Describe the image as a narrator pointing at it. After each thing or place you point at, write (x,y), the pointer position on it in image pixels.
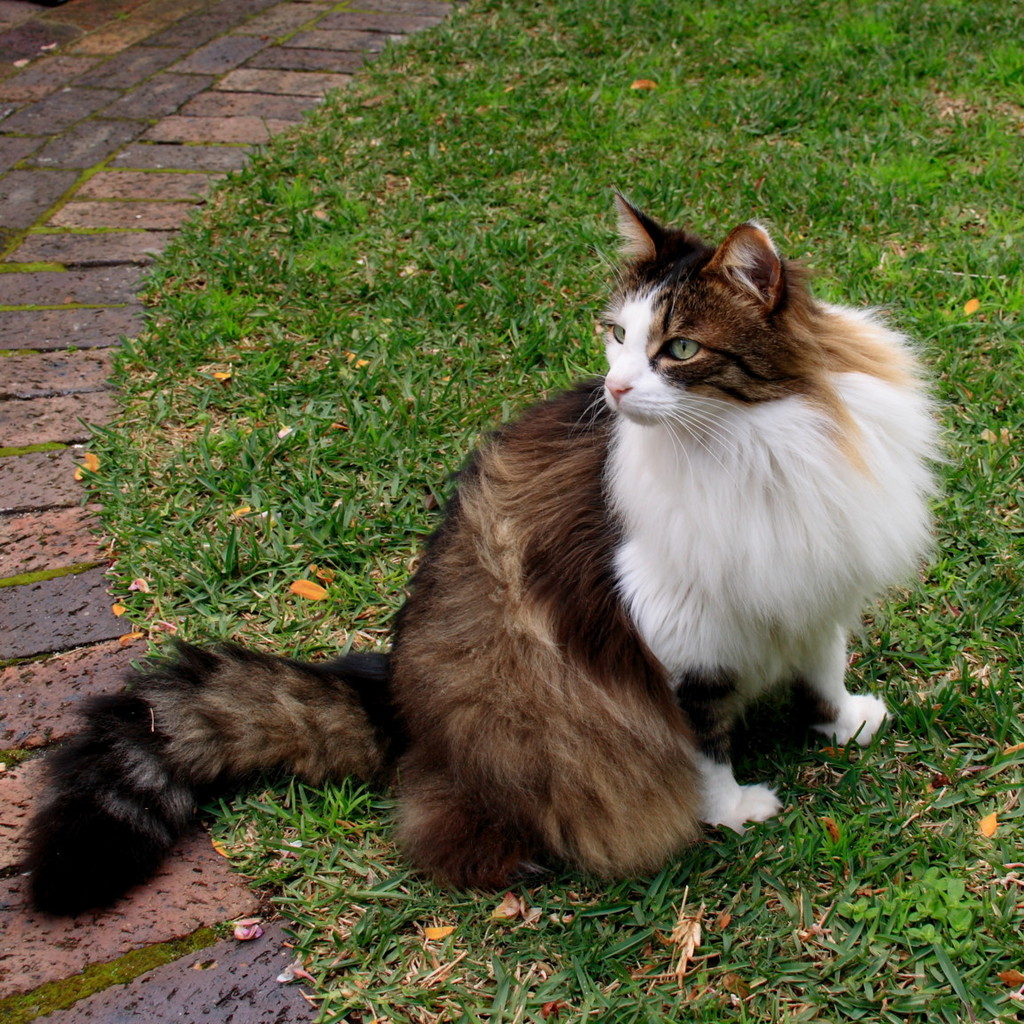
In this image there is a cat (682,630) sat on the surface (722,889) of the grass (763,877). On the left side of the image (10,645) there is a path (120,231).
